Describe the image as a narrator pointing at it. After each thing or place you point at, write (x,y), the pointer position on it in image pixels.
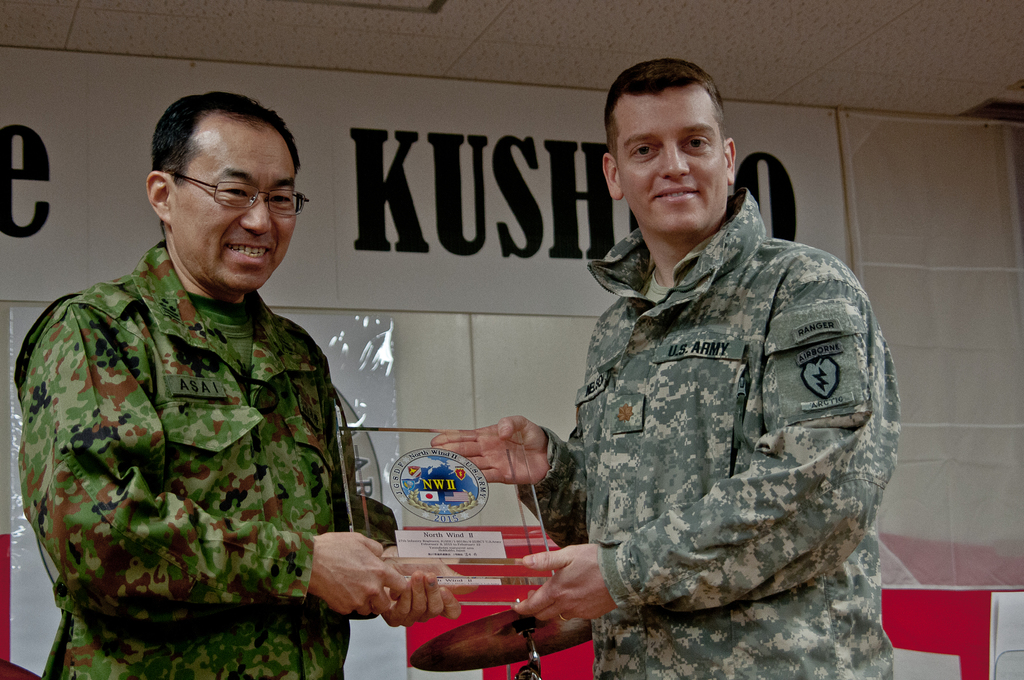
In this image, we can see two men (70,479) standing and they are holding an object (517,499), in the background (426,421), we can see a poster (507,181) on the wall (411,321).
